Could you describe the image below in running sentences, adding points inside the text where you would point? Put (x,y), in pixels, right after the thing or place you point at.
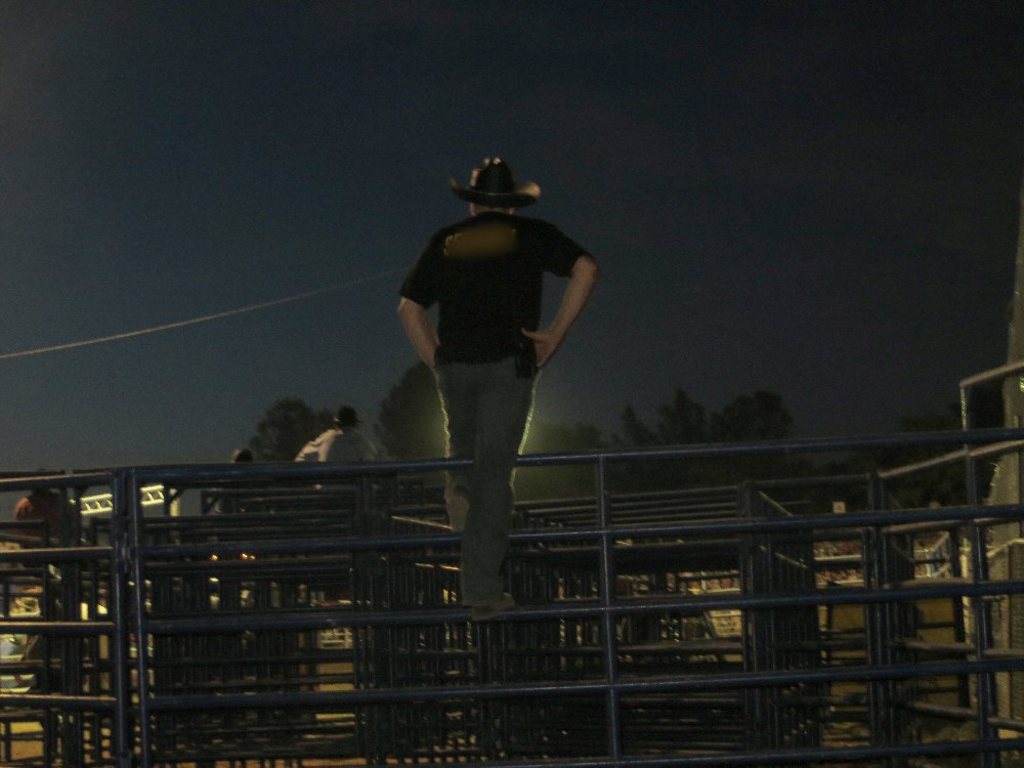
This is an image clicked in the dark. In the middle of the image (478,369) there is a person (478,321) standing on a metal stand (347,520) facing towards the back side (265,573). In the background (321,453) there is another person (336,442) and also I can see some trees (707,430). At the top of the image (676,148) I can see the sky (145,170).
